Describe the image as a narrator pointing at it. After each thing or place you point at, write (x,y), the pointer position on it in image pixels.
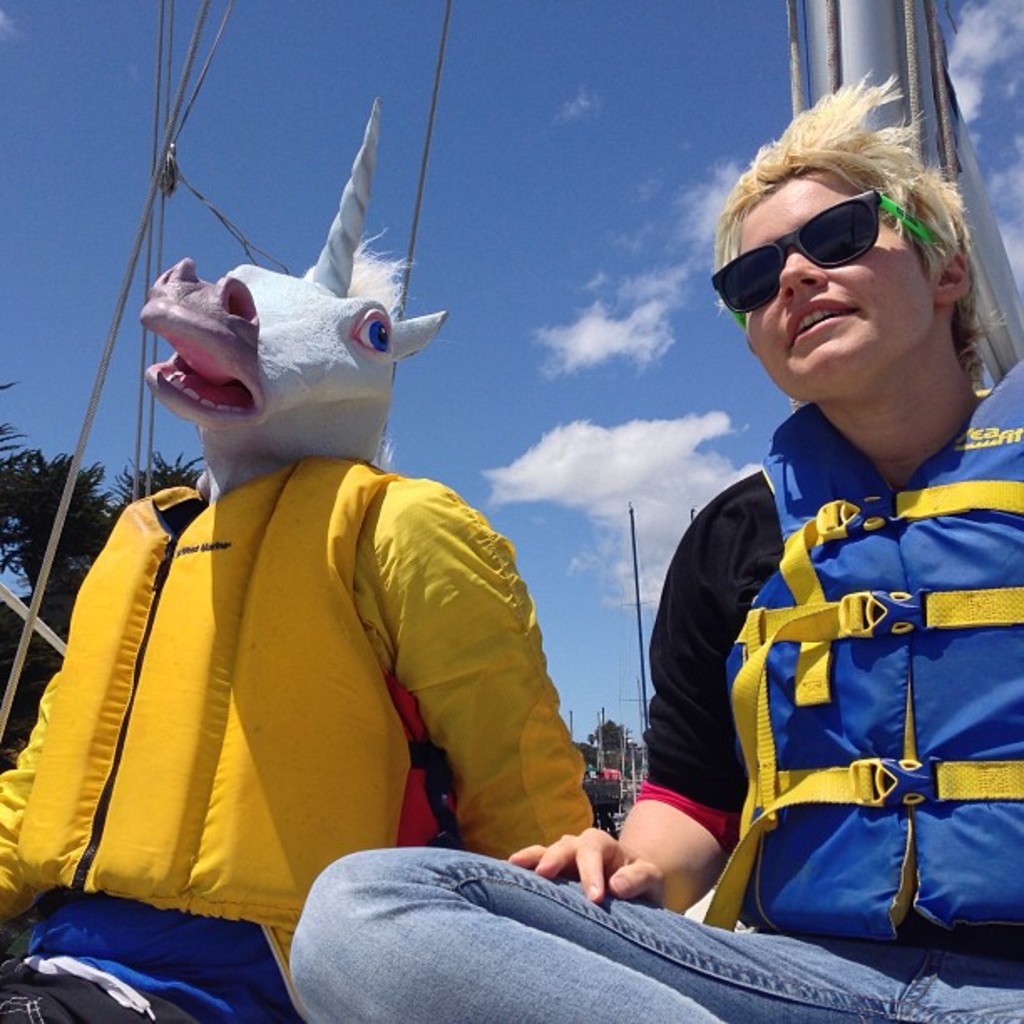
In this image I can see a person (321,514) wearing different costume (283,467) and another person (839,724) is wearing blue jacket (848,662). Back I can see trees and poles (848,78). The sky (327,180) is in blue and white color.
